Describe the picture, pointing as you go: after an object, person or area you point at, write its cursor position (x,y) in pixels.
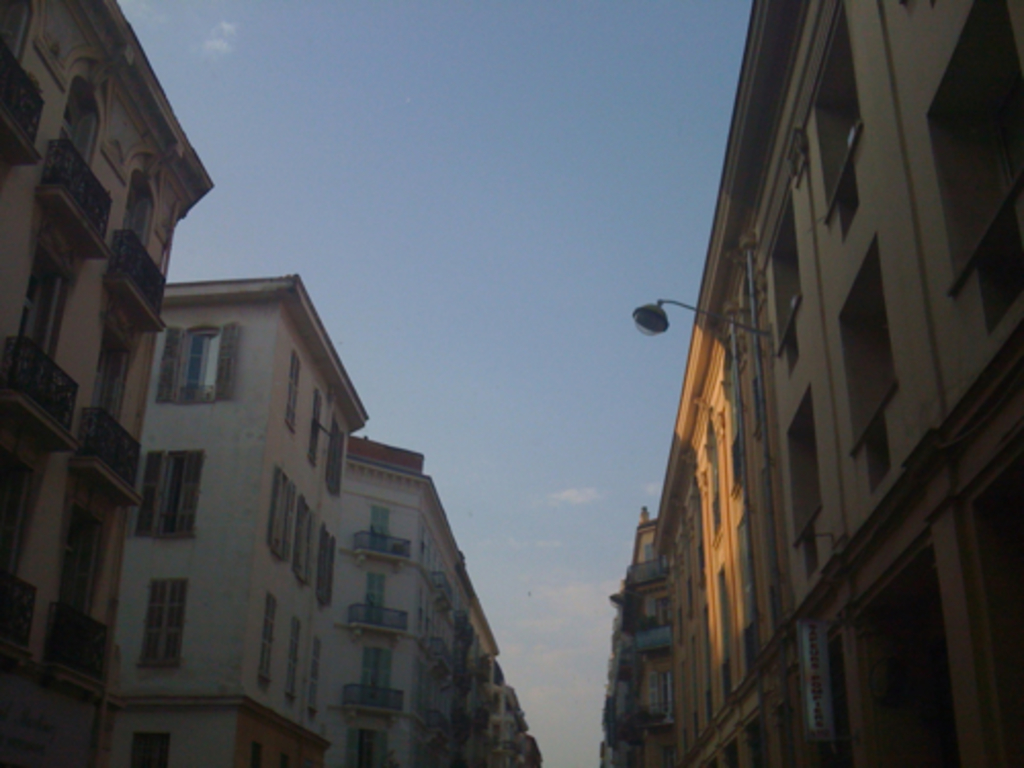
In this picture we can see few buildings (750,465), light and clouds (551,590), in the bottom right hand corner (826,715) we can see a hoarding (801,646).
